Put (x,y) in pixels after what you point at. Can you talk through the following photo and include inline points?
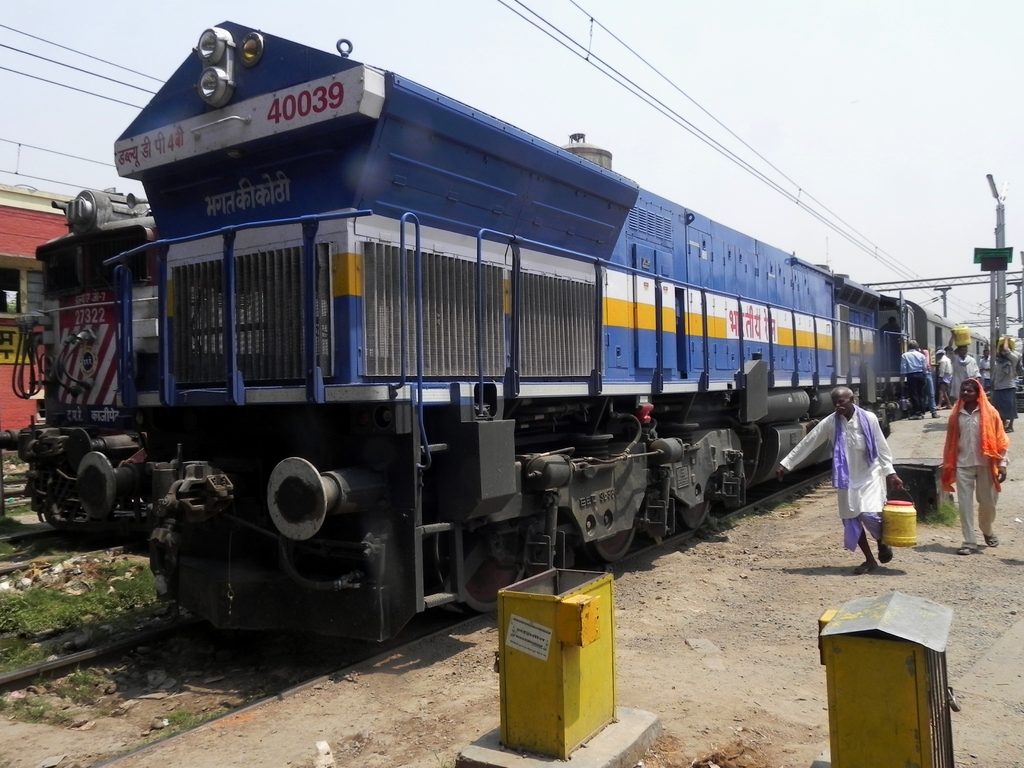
In this image I can see few people (864,477) walking and few (849,490) are holding something. I can see poles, wires (745,168), yellow color boxes (902,699), trains (312,389) on the railway tracks (222,668). The sky (676,19) is in white and blue color.
